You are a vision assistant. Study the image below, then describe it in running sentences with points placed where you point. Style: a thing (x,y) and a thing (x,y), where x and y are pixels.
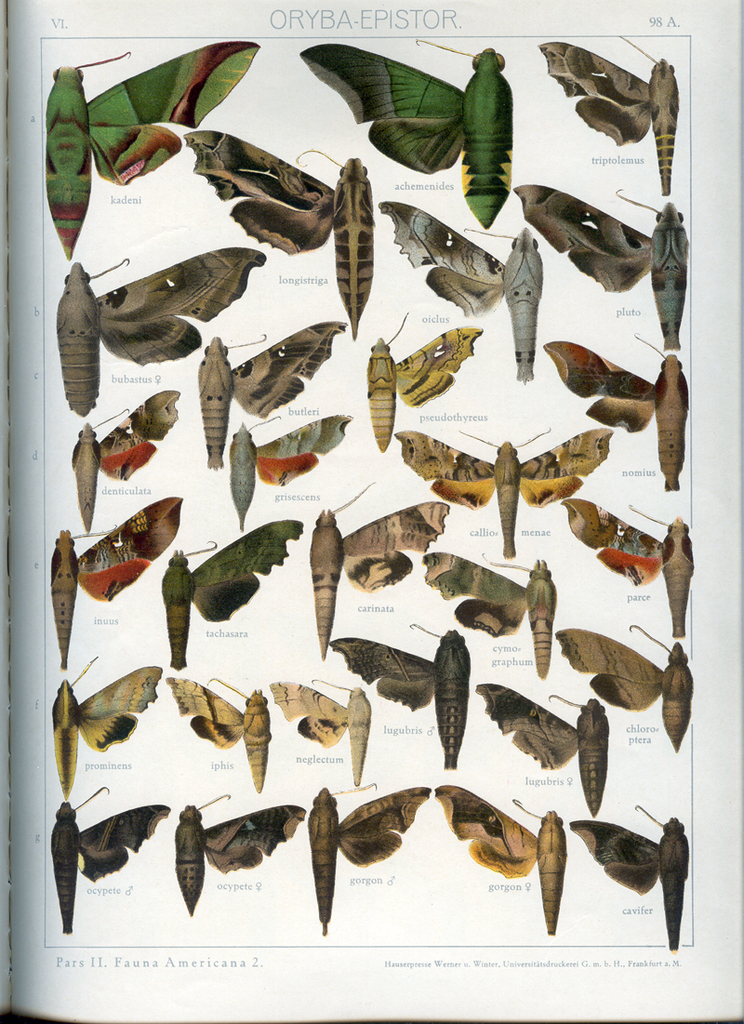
This picture is a paper (456,884). In this image we can see insects (379,576), text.
